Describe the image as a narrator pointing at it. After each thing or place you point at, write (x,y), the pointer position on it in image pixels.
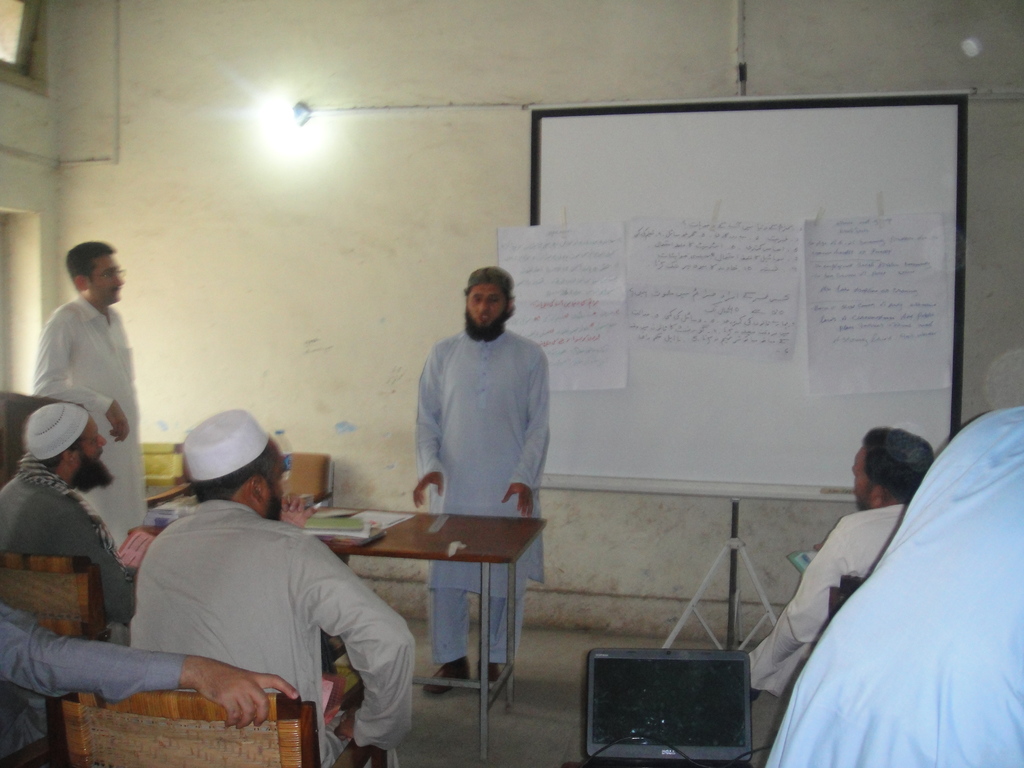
In this picture I can see few people (256,625) are sitting and some people (452,461) are standing, side some papers (738,271) are pasted to the boards (571,442) and also some objects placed on the table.
